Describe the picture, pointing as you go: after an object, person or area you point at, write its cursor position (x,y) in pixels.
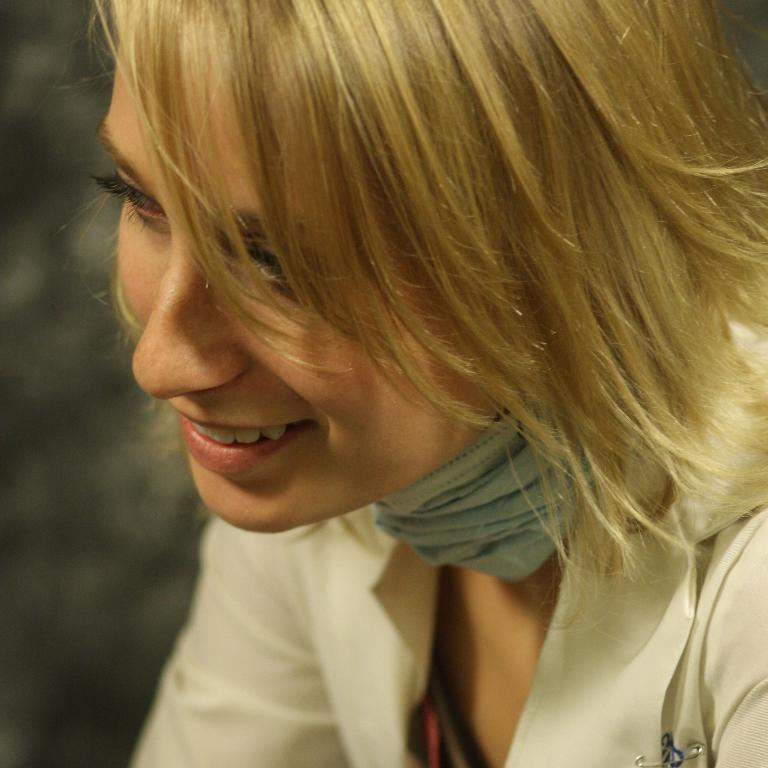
It is the image of a woman (361,482) who is smiling.
